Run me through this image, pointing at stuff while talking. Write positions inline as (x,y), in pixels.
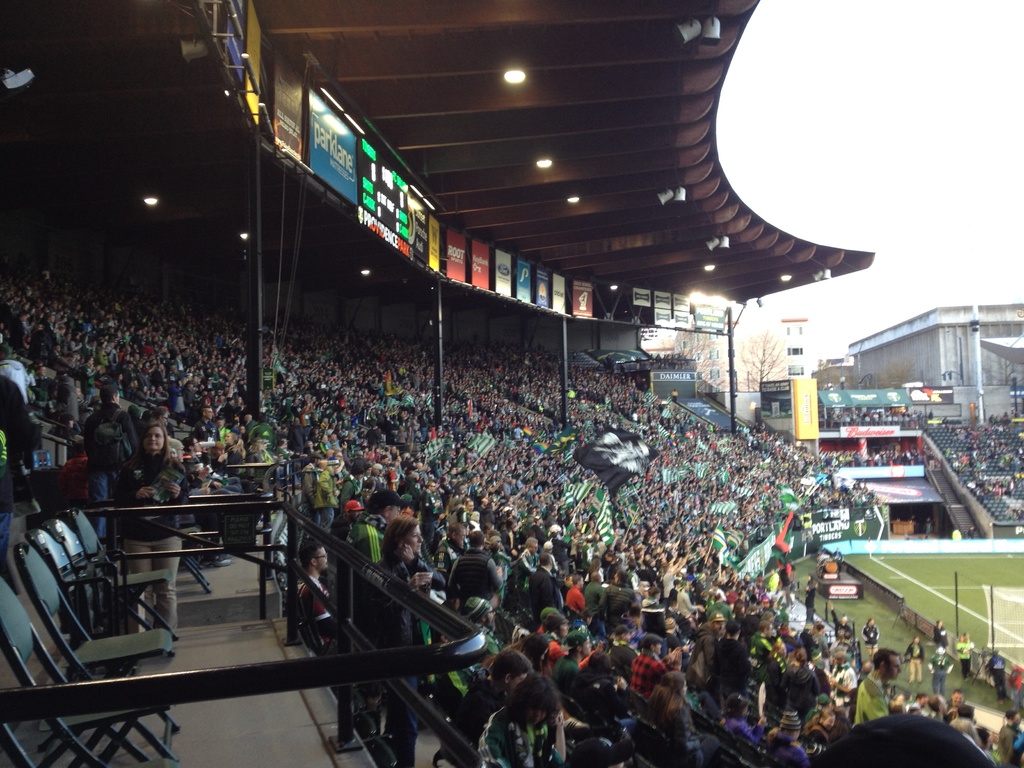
In this picture we can observe a stadium (316,430). There are many people (435,463). There are men (556,531) and women (234,447) in this picture. On the right side (934,563) there is a football ground (936,576). There are gray color chairs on the left side (69,558). In the background (845,129) there is a sky (826,118).
